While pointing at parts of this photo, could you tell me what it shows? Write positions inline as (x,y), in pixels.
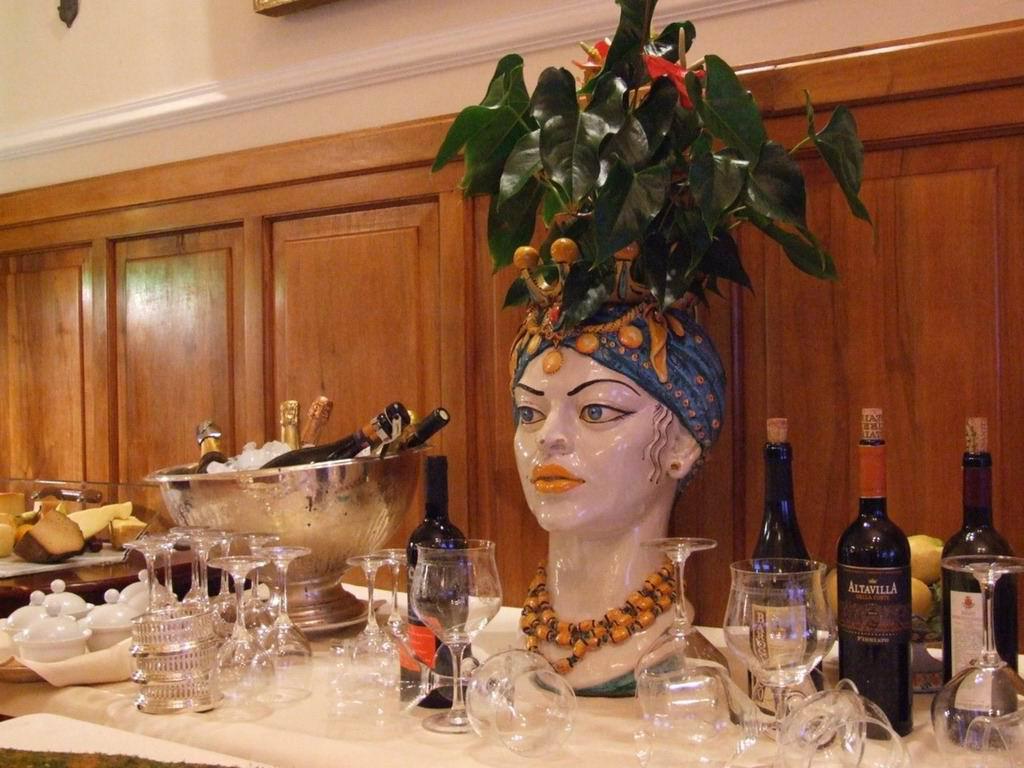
In the image we can see table (333,714), on table (326,699) there is a statue (591,524), glasses (215,558), bowl (333,578), wine bottles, fruit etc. In the background (491,43) there is a wall (356,71) and door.
